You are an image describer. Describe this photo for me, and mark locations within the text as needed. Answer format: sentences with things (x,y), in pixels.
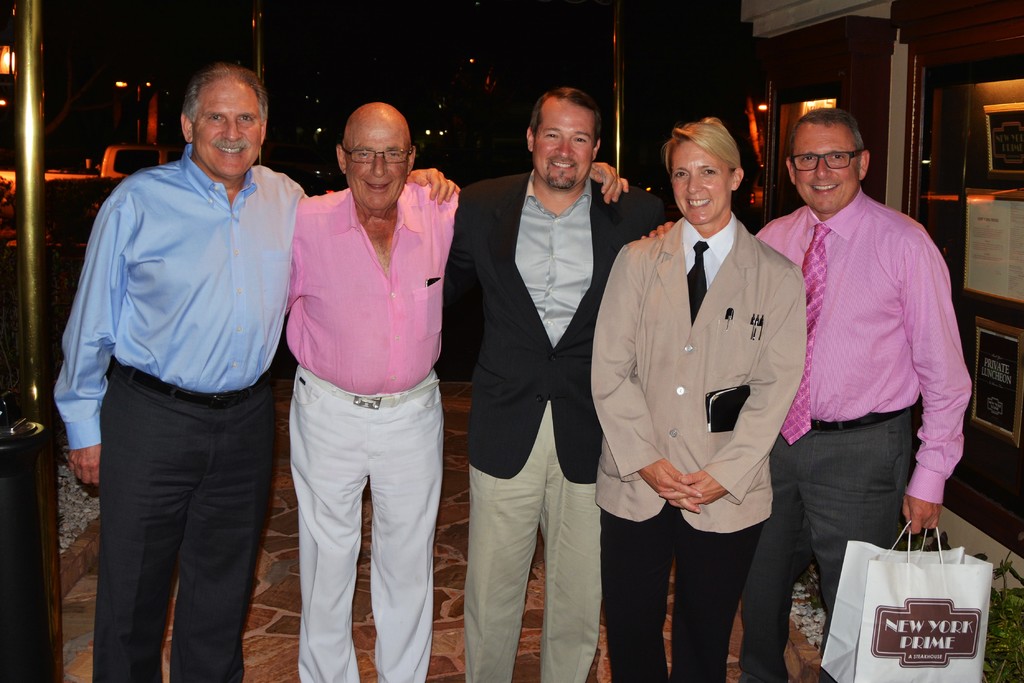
5 people (250,305) are standing and smiling. The person (821,377) at the right (831,423) is holding a white carry bag (952,580).
